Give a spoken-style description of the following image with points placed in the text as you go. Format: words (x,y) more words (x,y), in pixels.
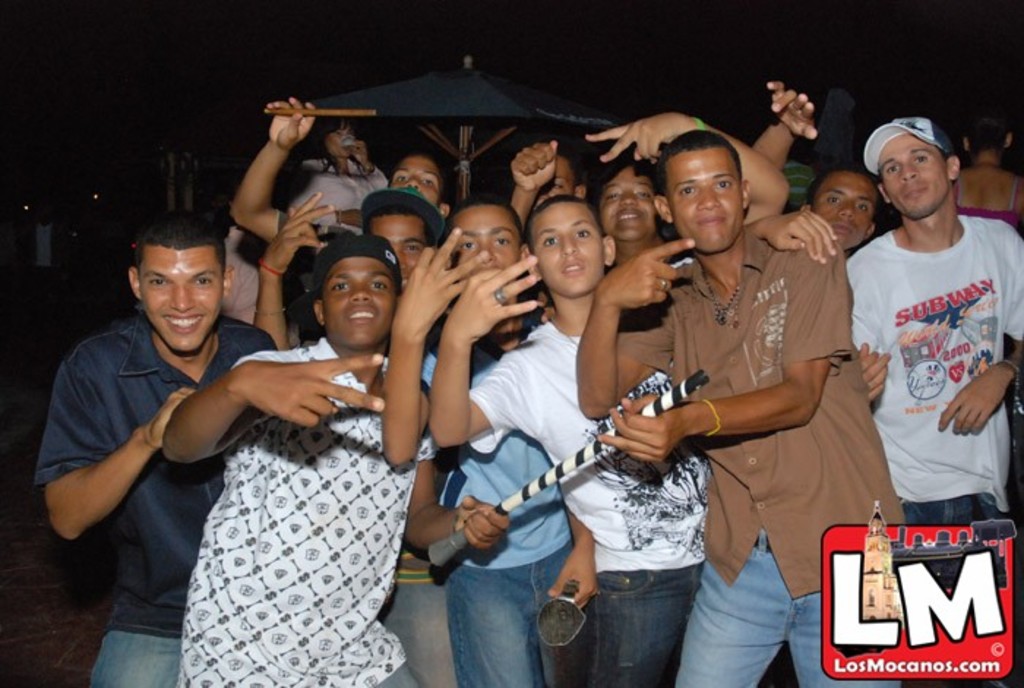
In this image there are many boys (496,333). There is a black color umbrella (432,109) in the back side (487,119).
